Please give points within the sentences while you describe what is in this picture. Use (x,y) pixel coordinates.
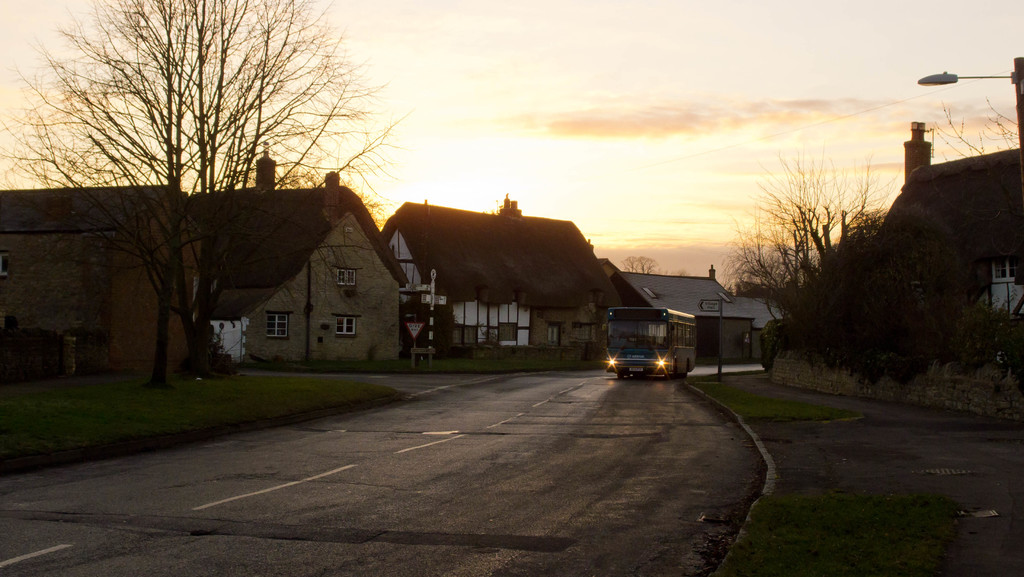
This image is taken during the evening time. In this image we can see the houses (616,283), trees (809,278), grass (321,392), sign board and also the poles (432,330). We can also see the bus (650,324) passing on the road (643,430). At the top (641,57) there is sky (569,45). We can also see the lights (611,360).
